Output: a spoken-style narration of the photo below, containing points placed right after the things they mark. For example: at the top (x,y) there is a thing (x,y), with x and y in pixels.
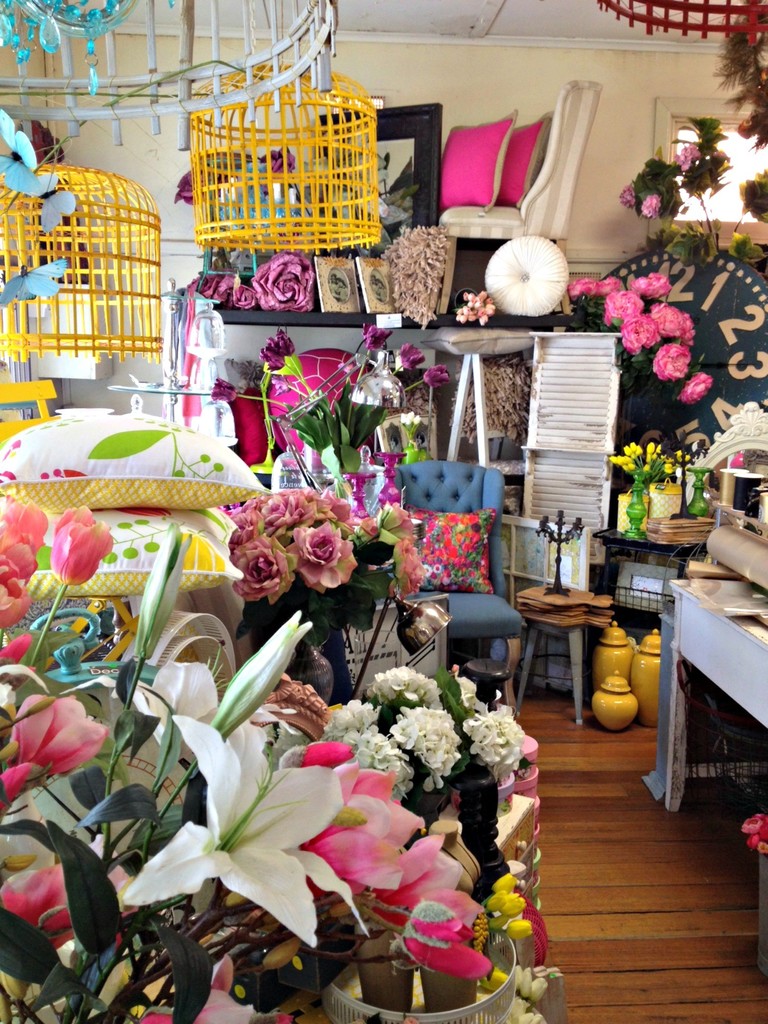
In the image we can see there are many different varieties of flowers (284,775) and there are many pillows (173,500). This is a cage (255,166), frame (336,298), shelf (355,320), chair (510,208), pot (613,681), stool (575,712), clock (723,364), window (749,178), plant (758,181) and a floor (614,920).
